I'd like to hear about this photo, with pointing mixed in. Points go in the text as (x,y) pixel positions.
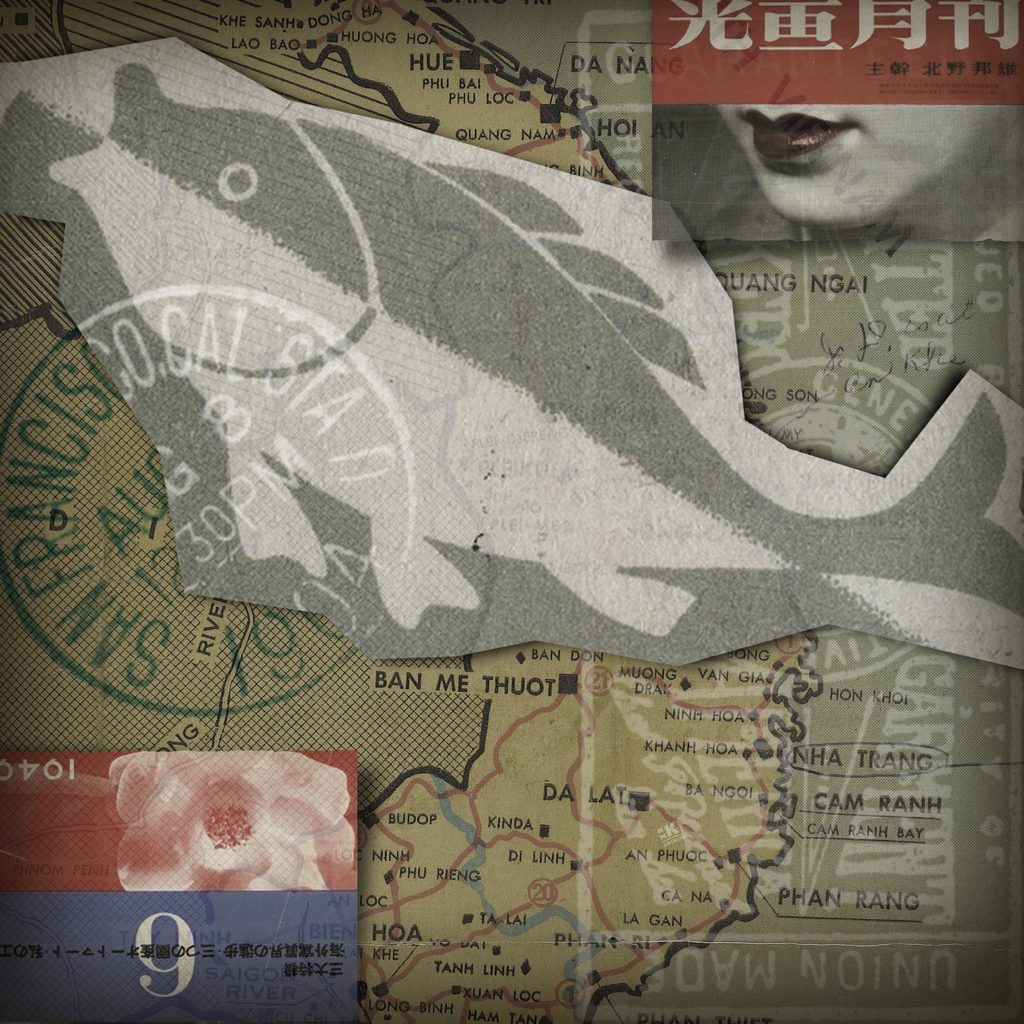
It looks like an edited image, there is a map (430,825) and on the map (477,703) there are some other images (394,185).
